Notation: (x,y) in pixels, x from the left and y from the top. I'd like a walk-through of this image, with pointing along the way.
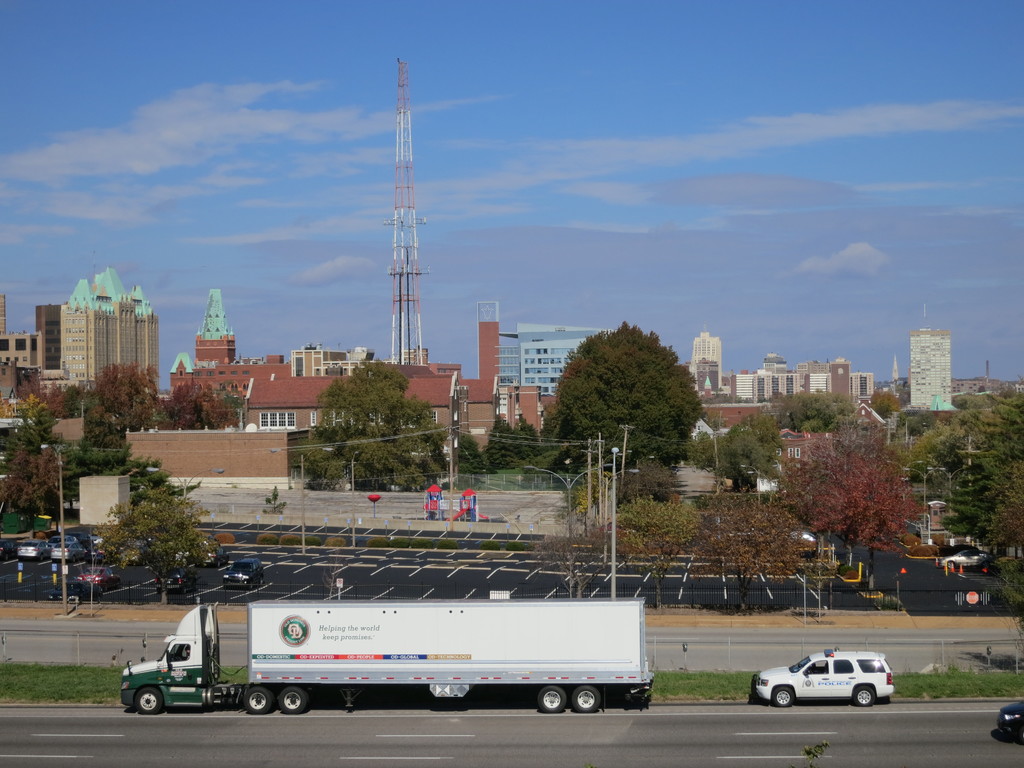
In this image we can see vehicles (540,671) on the road (0,654), poles (61,538), wires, trees (764,509), objects (476,500), tower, boards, buildings (245,444), windows (917,377) and clouds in the sky (974,346).
